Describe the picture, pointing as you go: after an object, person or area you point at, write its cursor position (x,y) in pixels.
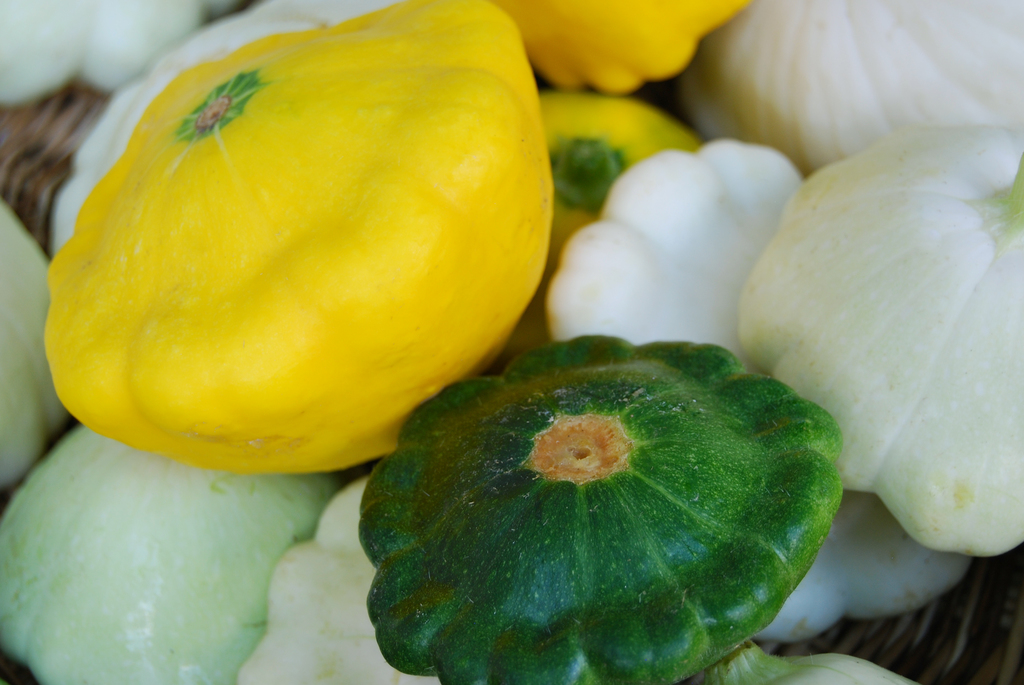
In this image, these look like the vegetables (935,385), which are yellow, white and green in color.
